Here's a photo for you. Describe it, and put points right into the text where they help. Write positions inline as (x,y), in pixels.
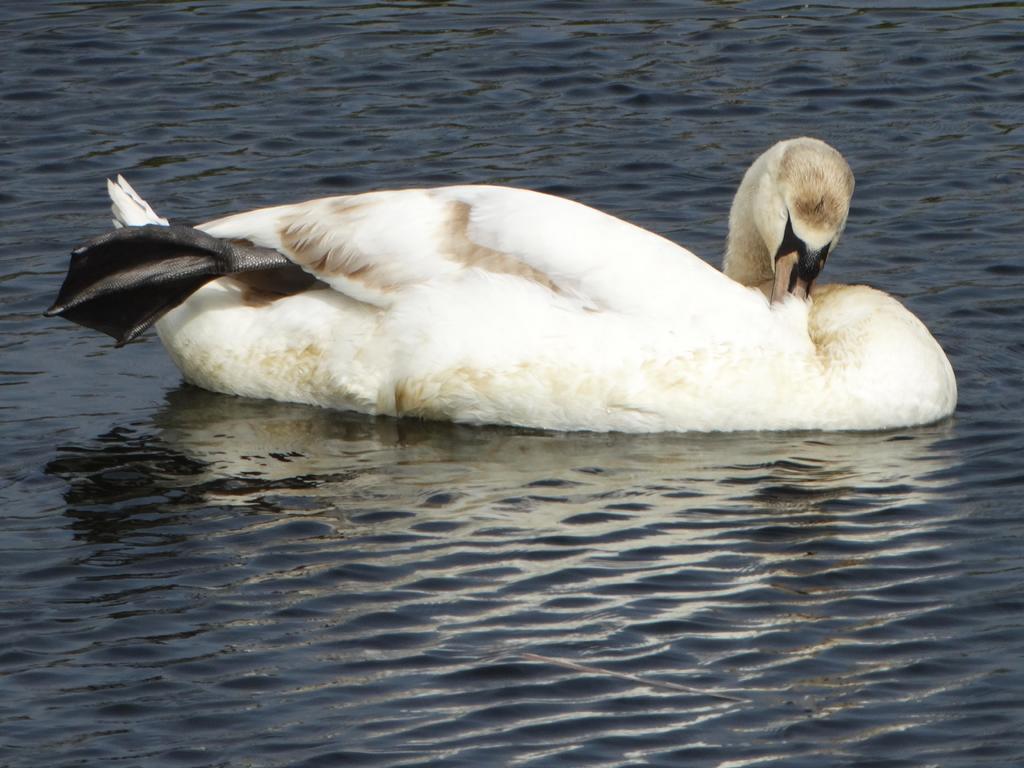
In this image I can see water (500,576) and in it I can see white colour swan (332,242).
